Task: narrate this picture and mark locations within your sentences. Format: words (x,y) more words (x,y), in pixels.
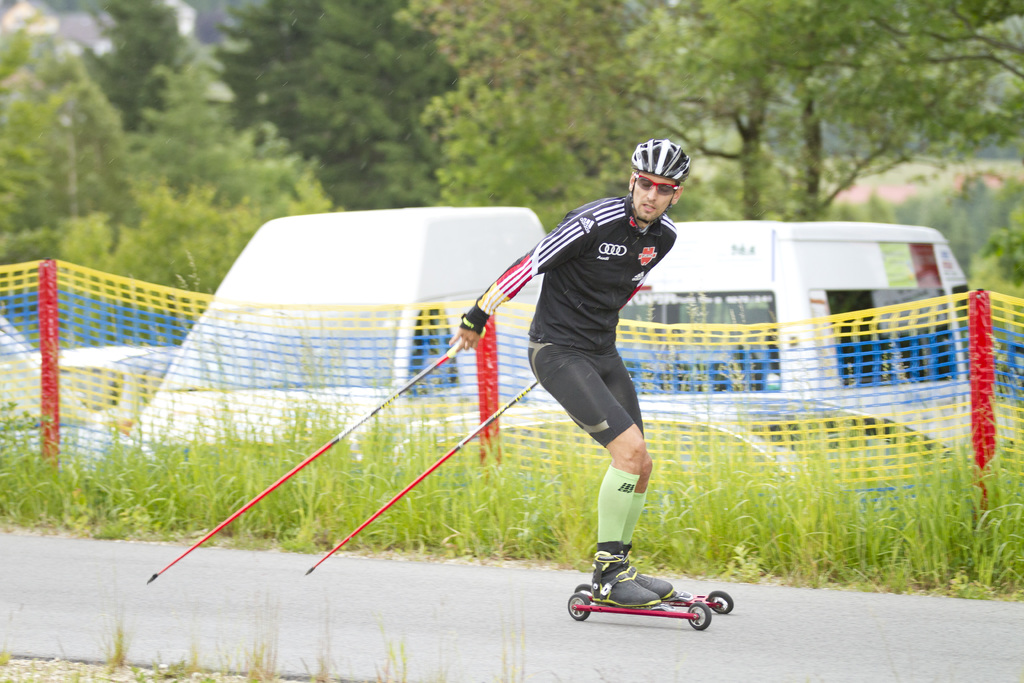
In the center of the image (633,236) we can see person (549,348) skating on the road (603,626). In the background (657,501) we can see grass (943,496), nets (745,399), vehicles (639,333) and trees (393,119).
